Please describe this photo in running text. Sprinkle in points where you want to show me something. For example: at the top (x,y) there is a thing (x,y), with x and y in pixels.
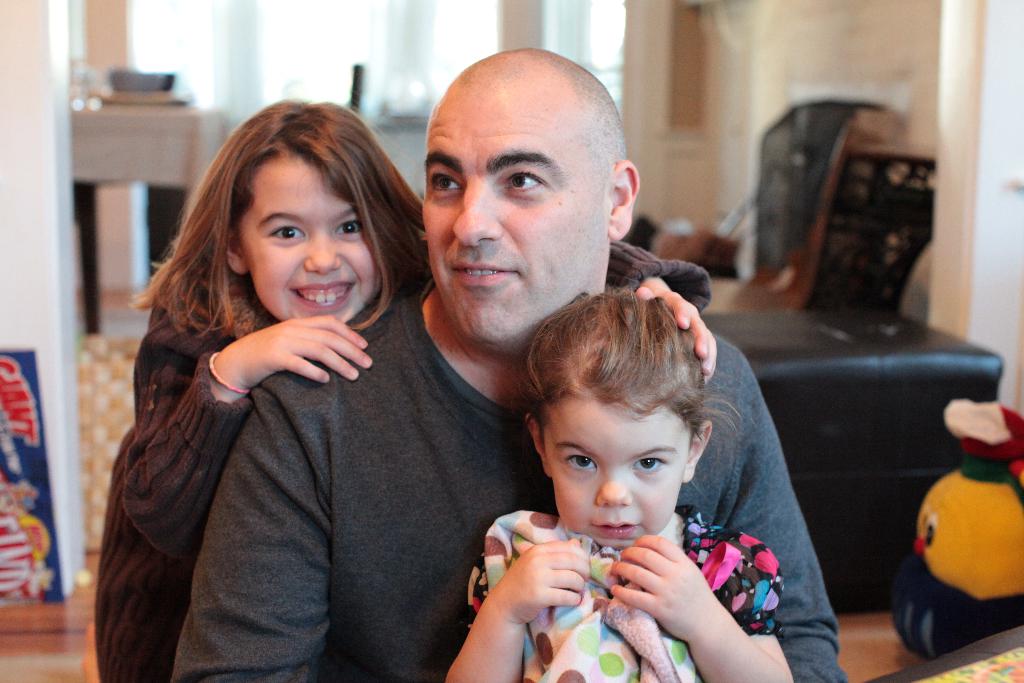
In this image there is a man (417,340) towards the bottom of the image (485,464), there are two girls (190,227) towards the bottom of the image (625,491), there is a toy (1003,497) towards the right of the image (979,517), there is an object (978,670) towards the bottom of the image (982,658), there is a wall (941,265) towards the right of the image (915,29), there is a floor (854,660) towards the bottom of the image (37,653), there are objects (767,260) on the floor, there are windows (278,47) towards the top of the image (337,31), there is a table (155,180), there are objects (156,99) on the table (147,119), there is a wall (53,202) towards the left of the image (39,219), there is an object (29,410) towards the left of the image (18,509), there is text (9,399) on the object (25,483).
